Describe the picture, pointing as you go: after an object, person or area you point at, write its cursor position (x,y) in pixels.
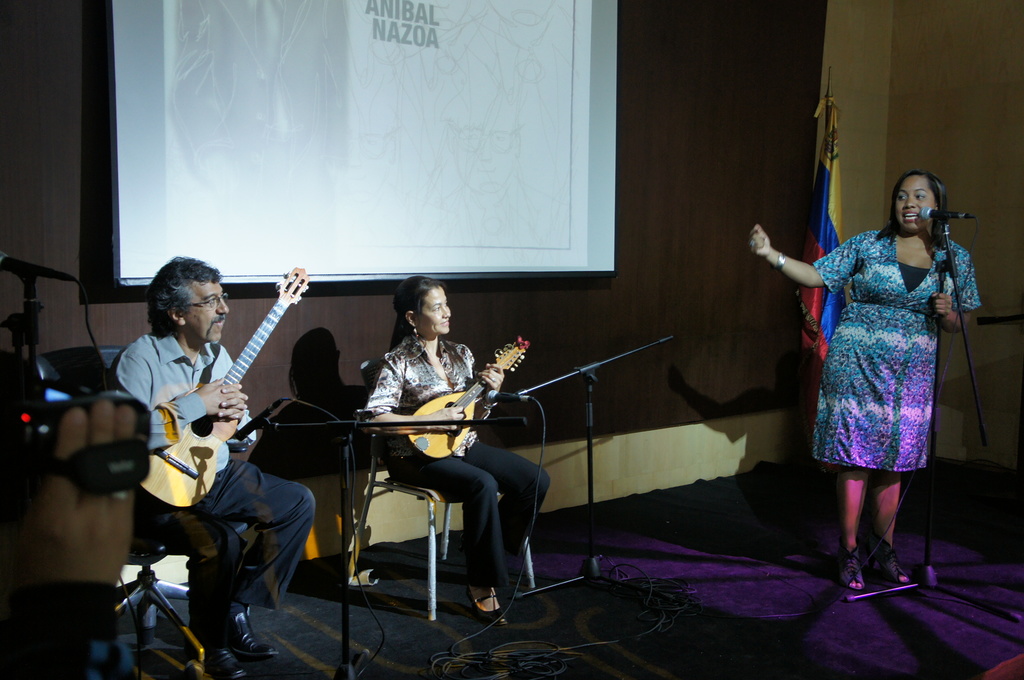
In this image i can see two women (426,342) and a man (221,443), a woman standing and singing in front of a micro phone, a woman (423,401) and a man (210,398) holding a guitar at the back ground (306,139) i can see a projector (307,181).
